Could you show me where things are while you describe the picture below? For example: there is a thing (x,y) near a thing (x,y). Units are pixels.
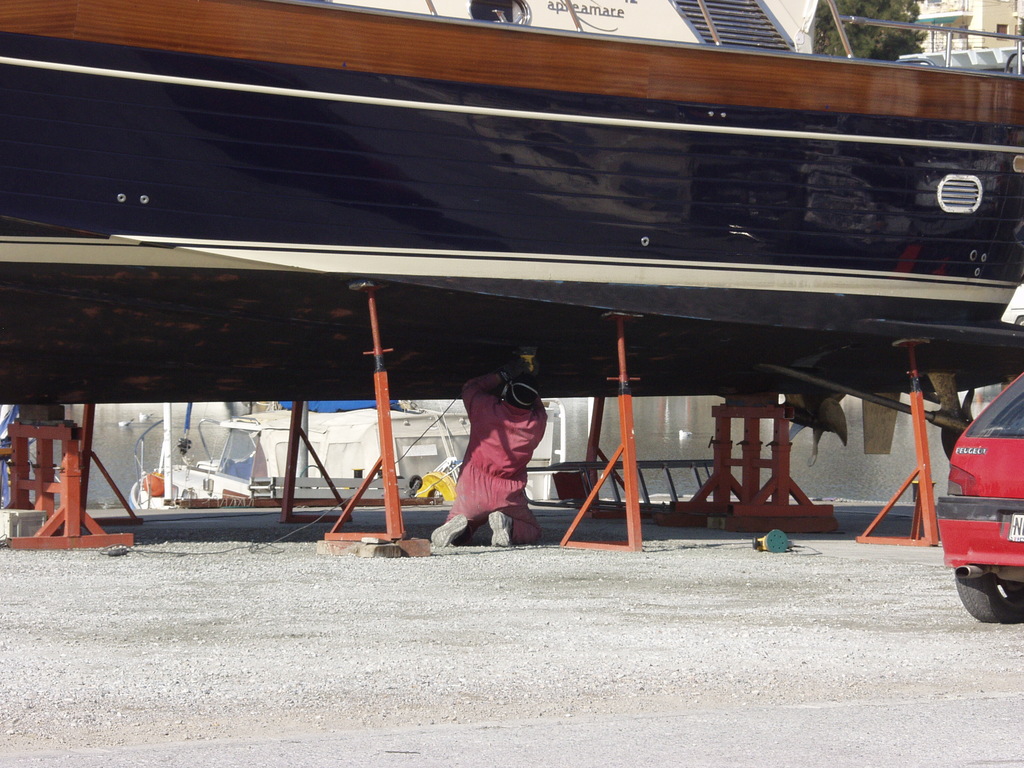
In this image, we can see a person (510,529) knee down on the path (470,607) and holding an object (523,372). On the right side of the image (986,535), there is a vehicle (981,537). At the top of the image (608,187), there is a ship (774,239) on the stands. In the background (536,475), there are so many things (160,487) and objects (569,483). In the top right corner (858,26), there is a tree (896,34) and building (968,45).
